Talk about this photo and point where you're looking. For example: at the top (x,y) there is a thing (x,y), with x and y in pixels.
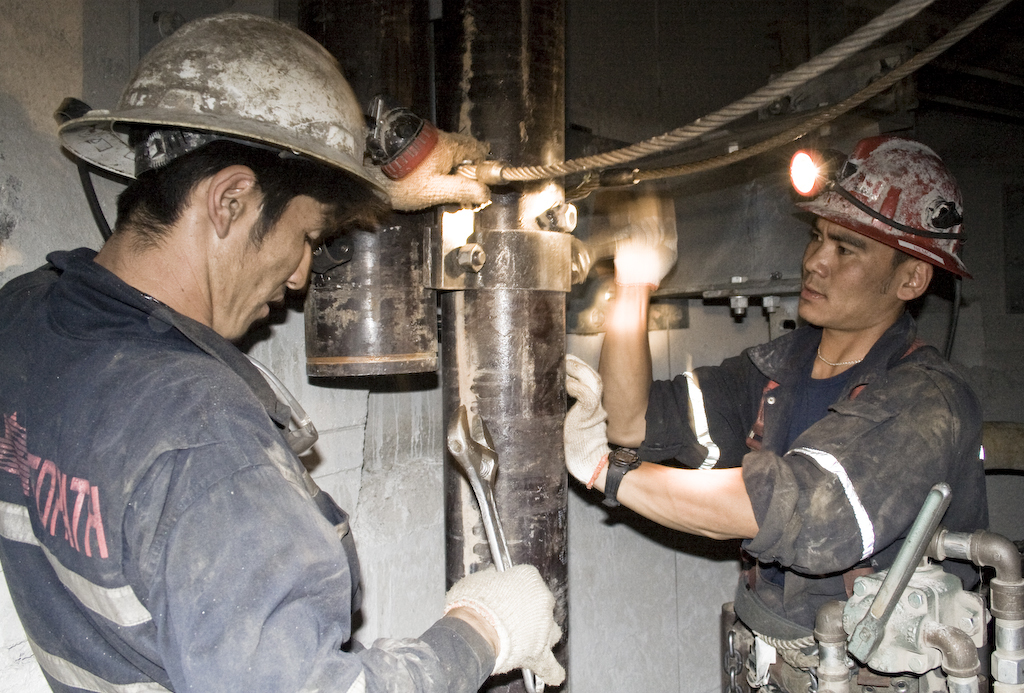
In this image there are two persons (230,335) wearing hi vis jackets (198,350) and helmets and holding some tools (469,461) in their hands (508,585), the two persons (610,351) are working on a metal rod (529,450).
